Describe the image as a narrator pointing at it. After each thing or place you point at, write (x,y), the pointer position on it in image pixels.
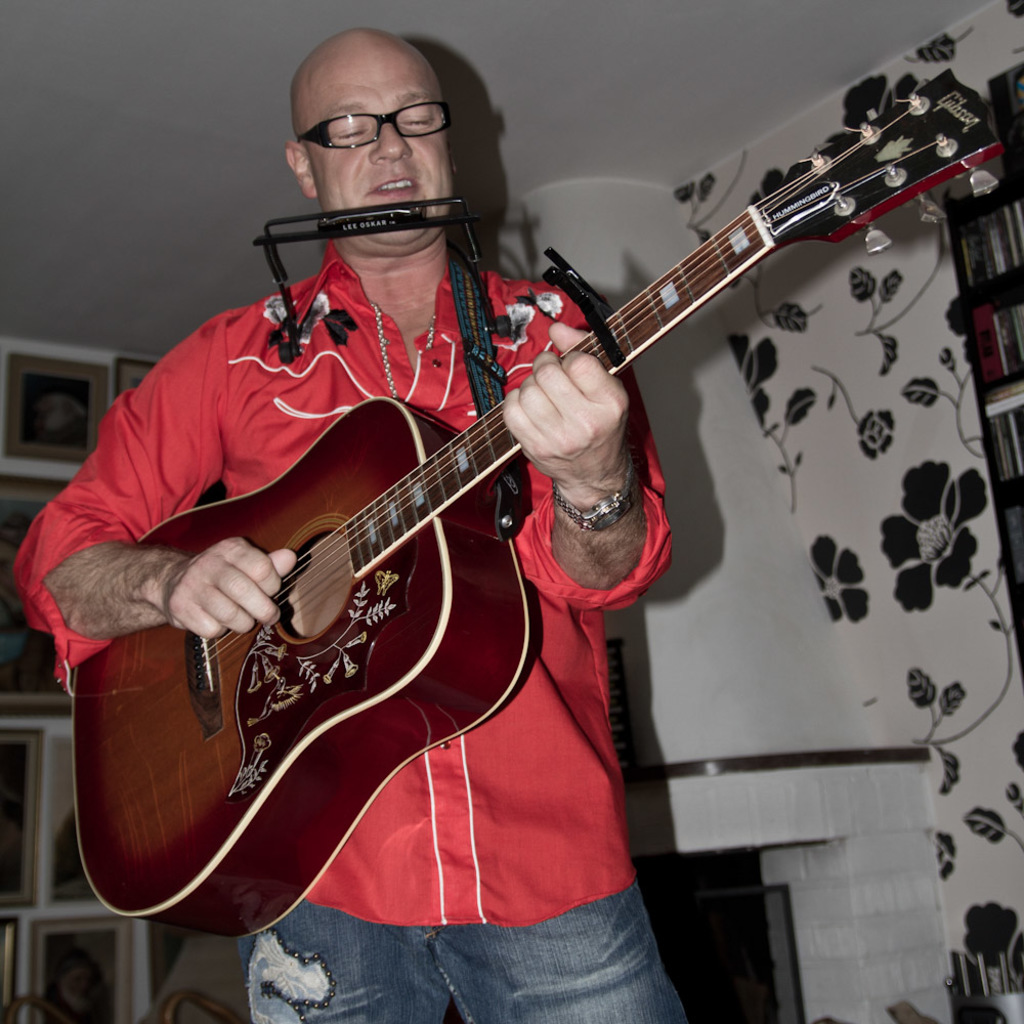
In the image we can see a man (341,344) who is wearing a red shirt (284,375) and spectacles (356,119) is playing guitar (291,650).
